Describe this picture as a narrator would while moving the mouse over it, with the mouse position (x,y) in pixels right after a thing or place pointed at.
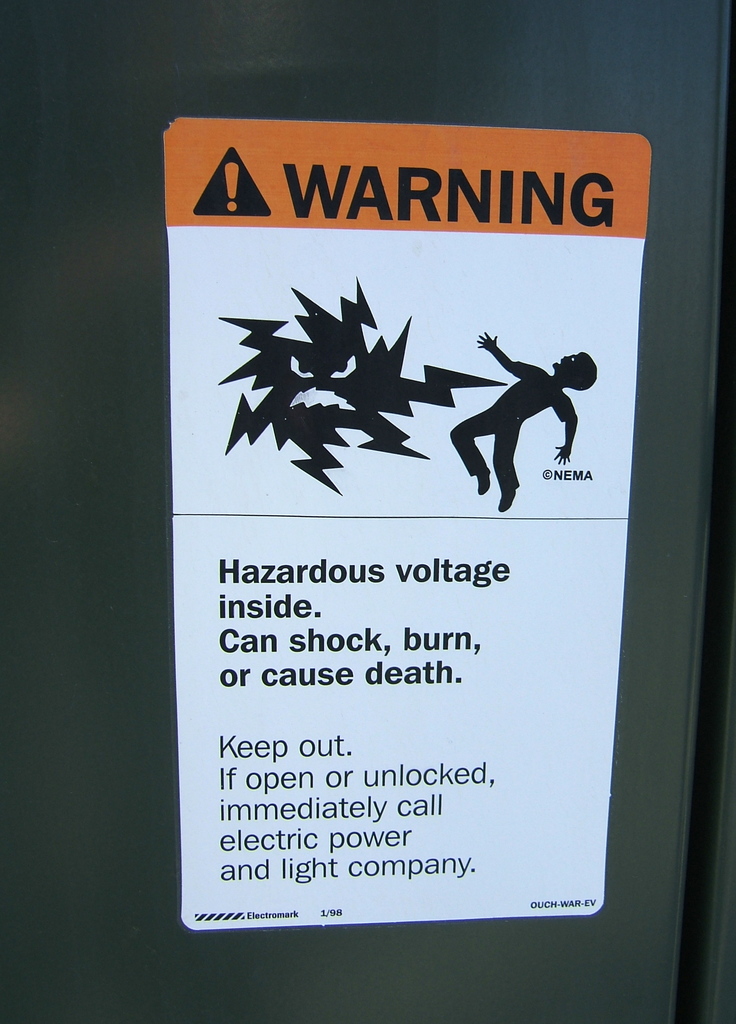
This picture contains a black board (98,815) on which a white paper (333,663) with some text (462,635) written on it, is pasted.
